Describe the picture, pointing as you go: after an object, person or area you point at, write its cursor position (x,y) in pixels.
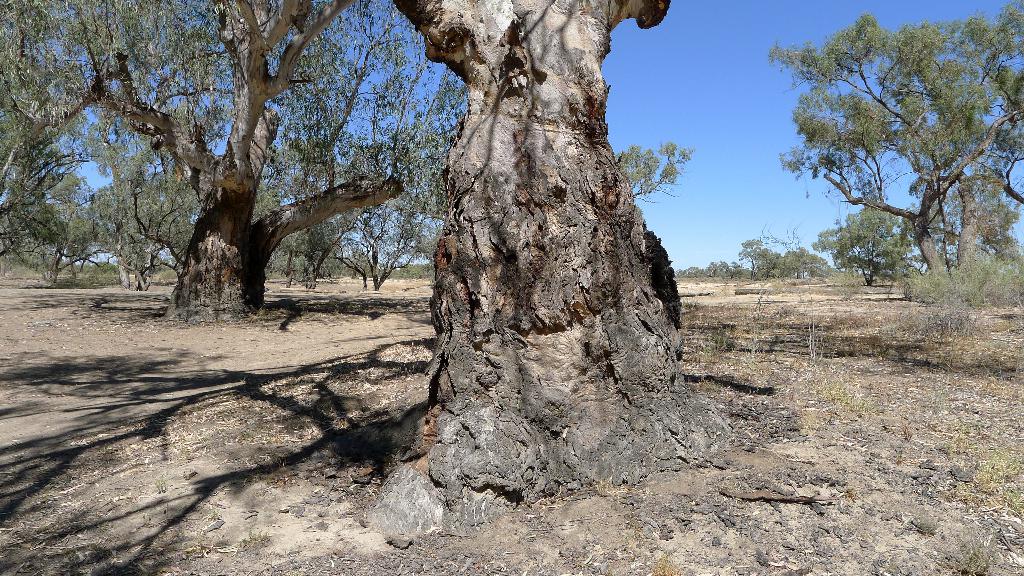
There is a tree trunk (492,257). There are trees (118,202) at the back (643,190) and there is sky (702,119) on the top (728,162).
